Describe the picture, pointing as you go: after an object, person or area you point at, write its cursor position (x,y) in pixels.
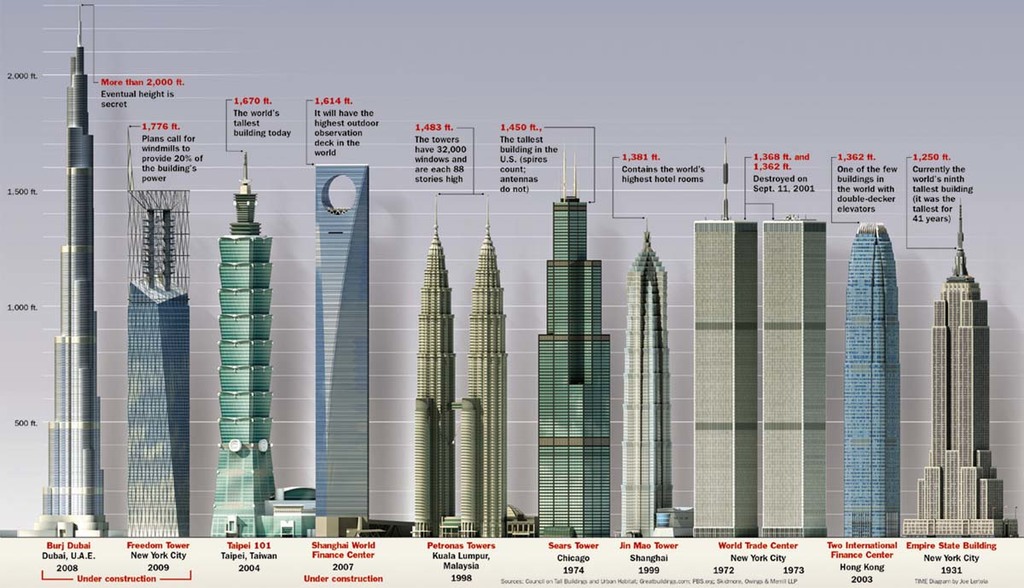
In this image we can see some diagrams (558,388) of buildings (443,400) with some text (516,151) and numerical values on it.
